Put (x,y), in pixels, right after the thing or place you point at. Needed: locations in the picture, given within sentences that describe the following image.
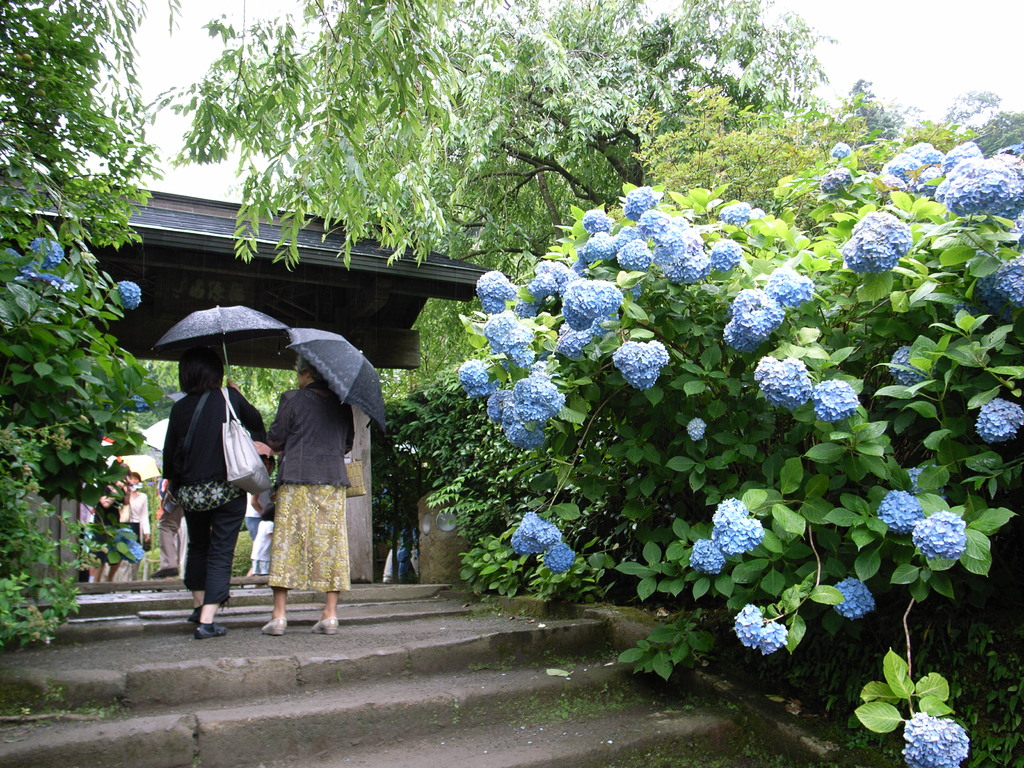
In this image in the center (341,500) there are two people (182,501) who are standing, and they are holding umbrellas (164,342). And in the background (144,500) there are some people (142,506), on the right side (878,581) and left side (78,428) there are some plants (78,441), trees (21,146) and flowers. At the bottom (369,654) there are stairs (400,722).
